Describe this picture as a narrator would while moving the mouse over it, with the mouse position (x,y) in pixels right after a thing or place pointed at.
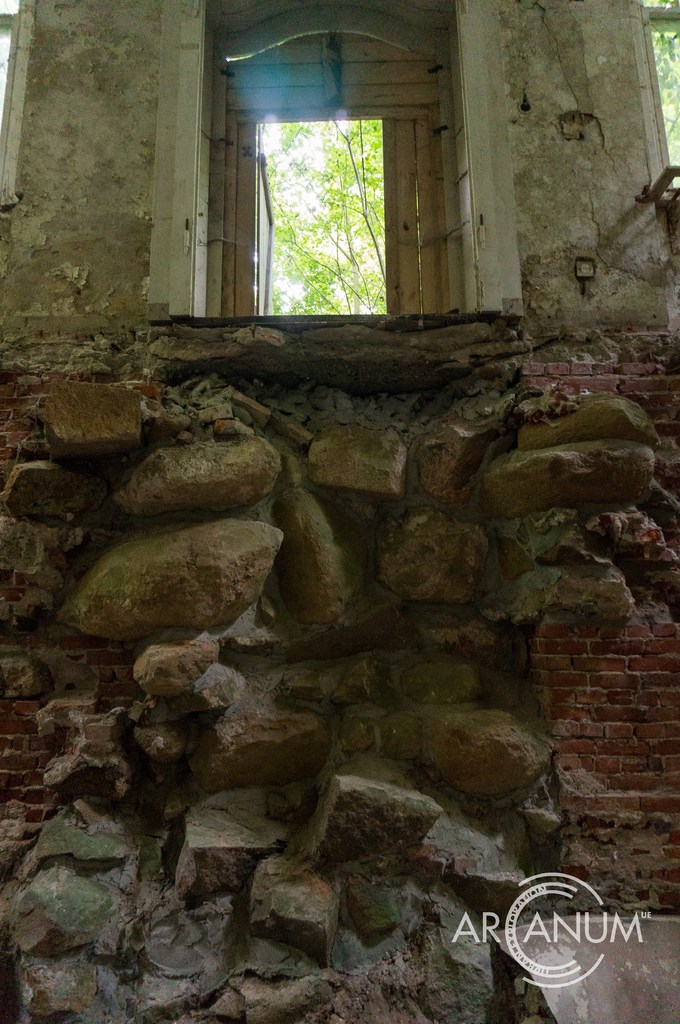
In this picture, in the foreground (607,406) we can see the stone wall (417,720) and on the right (630,726) there is a red color brick wall (641,812). On the top (401,105) we can see the doors (261,158) and trees (343,213). On the bottom right corner (557,952) there is a watermark (559,944) on the image.
